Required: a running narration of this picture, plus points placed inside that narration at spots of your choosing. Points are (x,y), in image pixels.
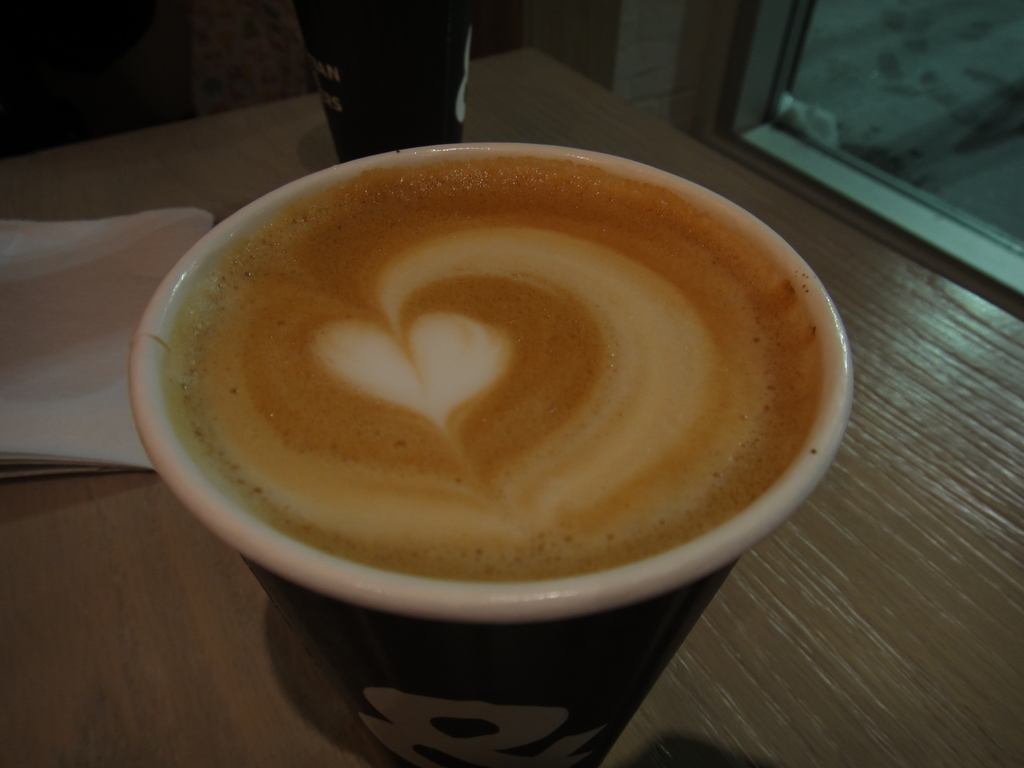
This image consists of a table (877,253) and on that table (884,270) there is cup (497,599) and coffee (477,473) in it. There is a tissue paper (118,422) on the left side (1,318) and there is a cup (384,116) on the top (319,25). This cup (451,155) is placed in the middle of the image (611,469).
